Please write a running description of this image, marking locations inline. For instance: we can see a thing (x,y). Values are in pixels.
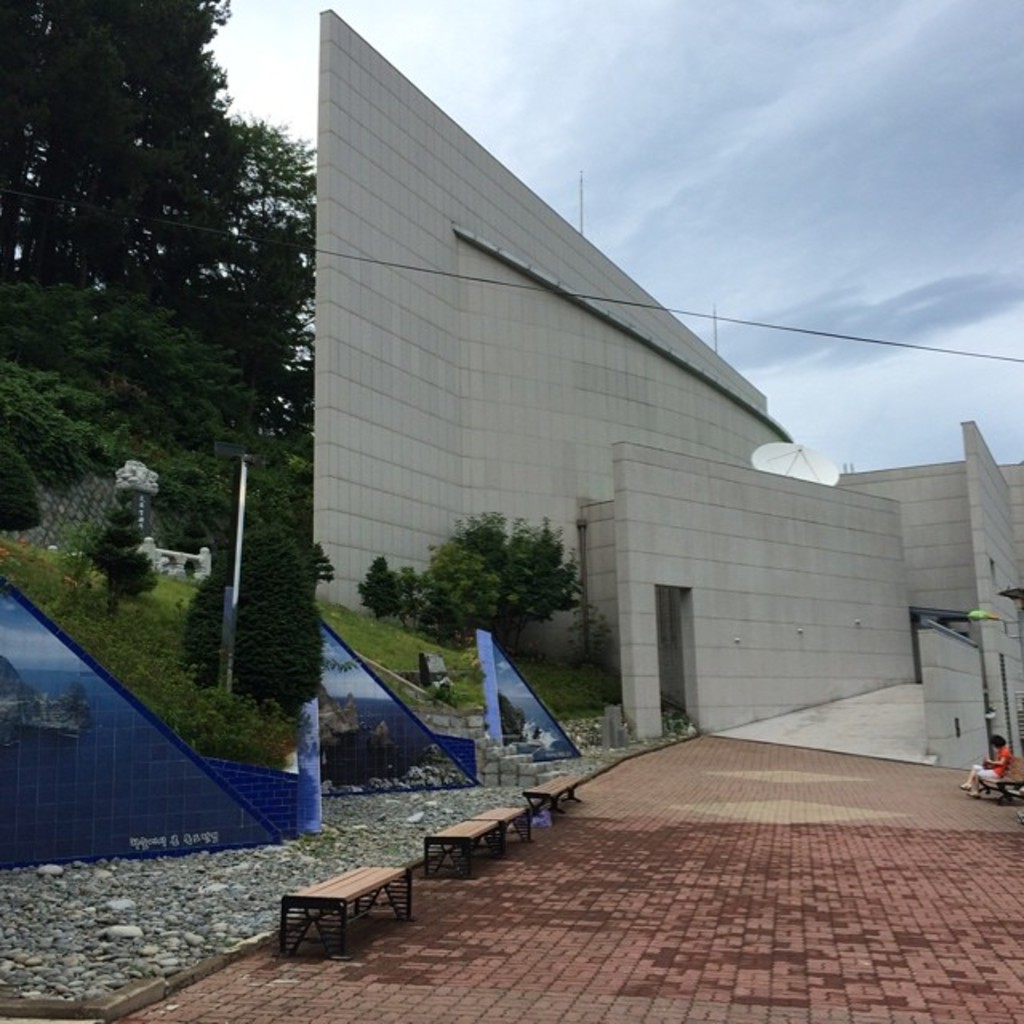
On the left side of the image (283,608) we can see trees (165,191), wall (77,507) and plants (197,633). In the center of the image (505,540) we can see trees (522,590) and building (709,693). At the bottom of the image (494,813) we can see benches (386,880). In the background (422,12) we can see sky (585,80) and clouds (610,105).
